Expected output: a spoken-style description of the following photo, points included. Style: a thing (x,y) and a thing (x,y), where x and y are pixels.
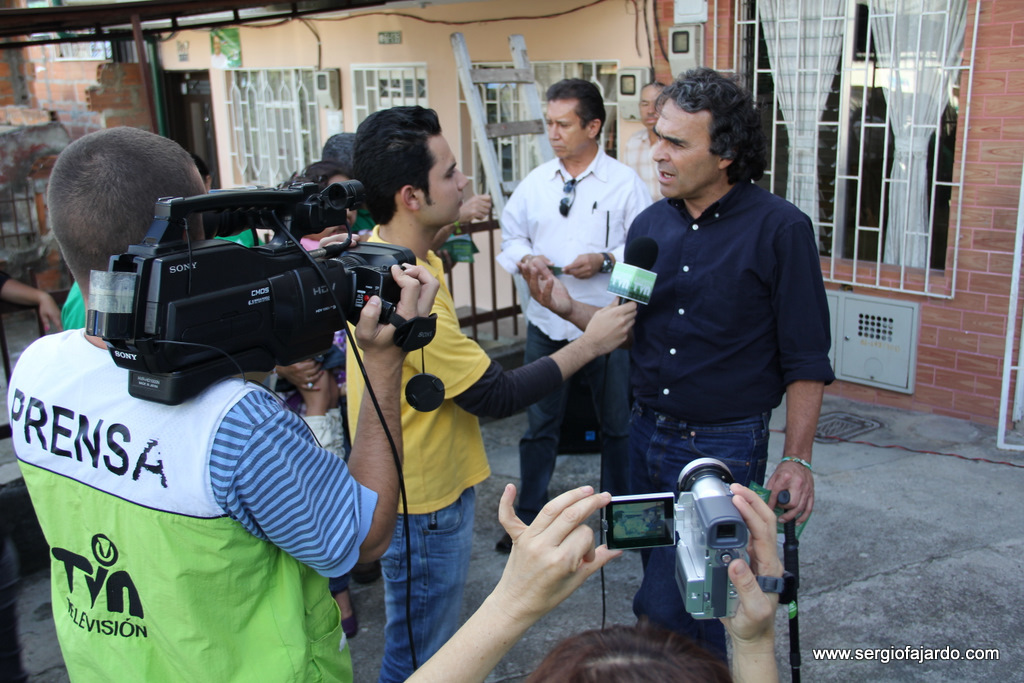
The man (70,529) on the left corner of the picture (118,521) wearing white and green T-shirt (147,482) is holding a video camera (203,348) in his hand (416,295) and he is taking video on it. Beside him, the man (470,444) in yellow T-shirt (423,461) is holding a microphone (628,274). Beside him, the man (633,374) in the blue shirt (709,347) is talking on the microphone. At the bottom of the picture (584,535), we see the girl (593,641) holding video camera (619,535) and taking video on it. Behind them, we see two people (518,227) standing and behind them, we see buildings (870,239) in cream and red color. We even see windows (842,134) and white curtains (903,31).
